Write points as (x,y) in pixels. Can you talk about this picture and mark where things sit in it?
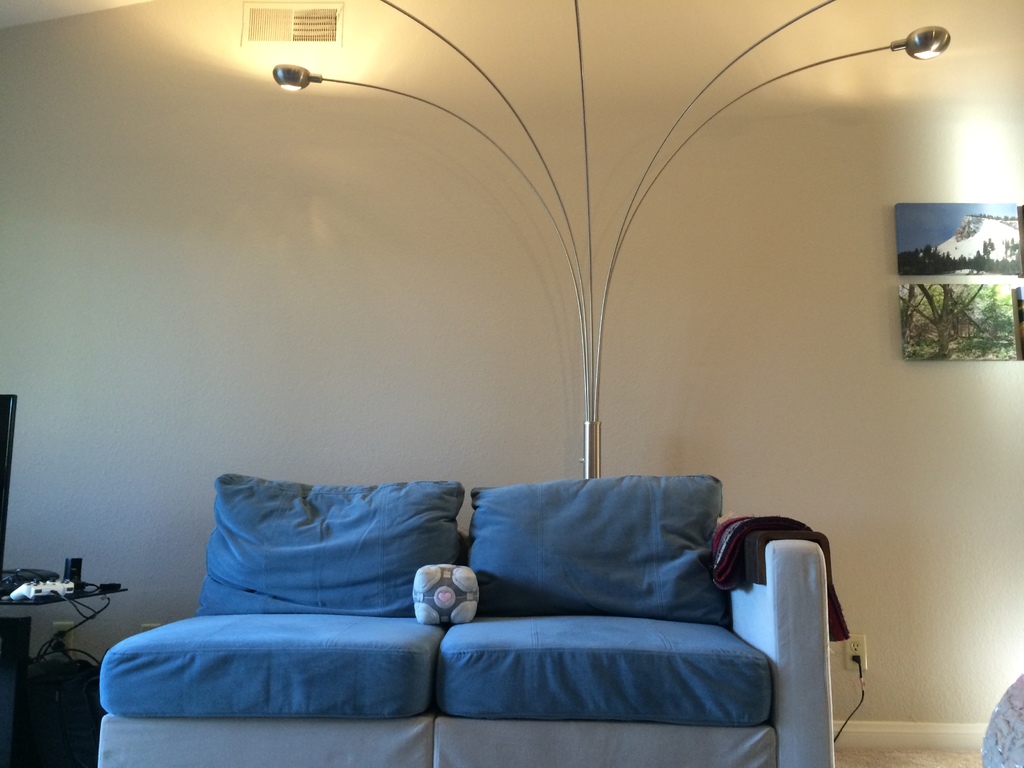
Here is a couch (599,662) with blue color cushions (560,590) on it, and this looks like a cloth (726,559) which is placed on the couch (782,609). This is a lamp (278,76) and I can see a poster (903,330) attached to the wall (804,299). Here is a socket (851,652) with cable (861,697) attached. At the left corner of the image (9,590) I can see a small table (6,649) with a joystick (61,587) and some objects (79,581) placed on it.
